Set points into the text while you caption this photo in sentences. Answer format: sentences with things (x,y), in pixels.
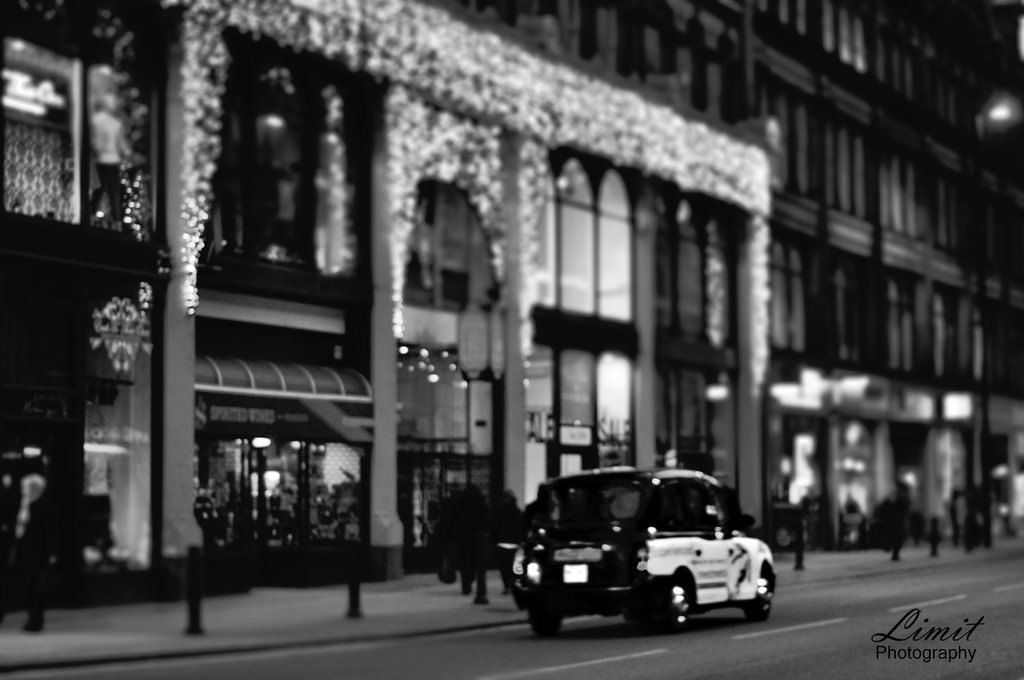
I see this is a black and white image and I see the buildings (640,170) and I see a car (670,481) over here and I can also see the poles (356,563), footpath (312,634) and the road (481,645).
